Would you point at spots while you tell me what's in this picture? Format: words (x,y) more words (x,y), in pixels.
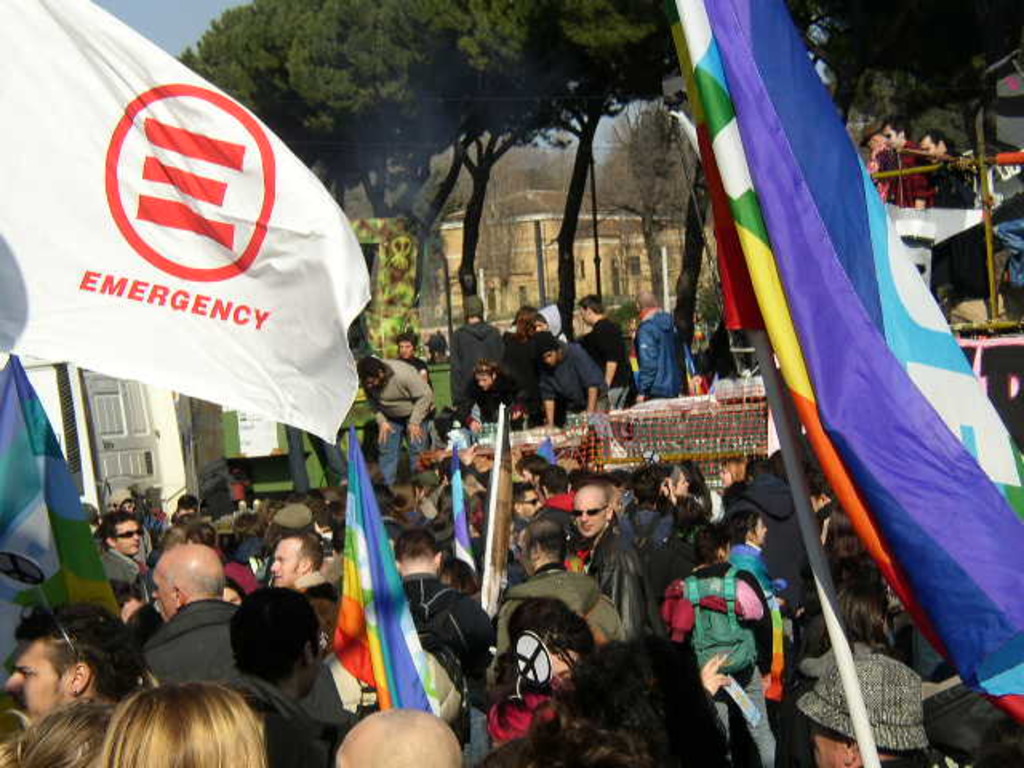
In this image we can see a group of people (658,568) standing on the ground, some people (516,691) are holding flags (911,603) in their hands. In the center of the image (491,432) we can see some objects (561,429) placed on the table (688,407), a fence (688,407). On the right side of the image (979,324) we can see poles (779,392). In the background (677,224), we can see a group of buildings (610,204) with windows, trees (529,82) and the sky (216,13).
